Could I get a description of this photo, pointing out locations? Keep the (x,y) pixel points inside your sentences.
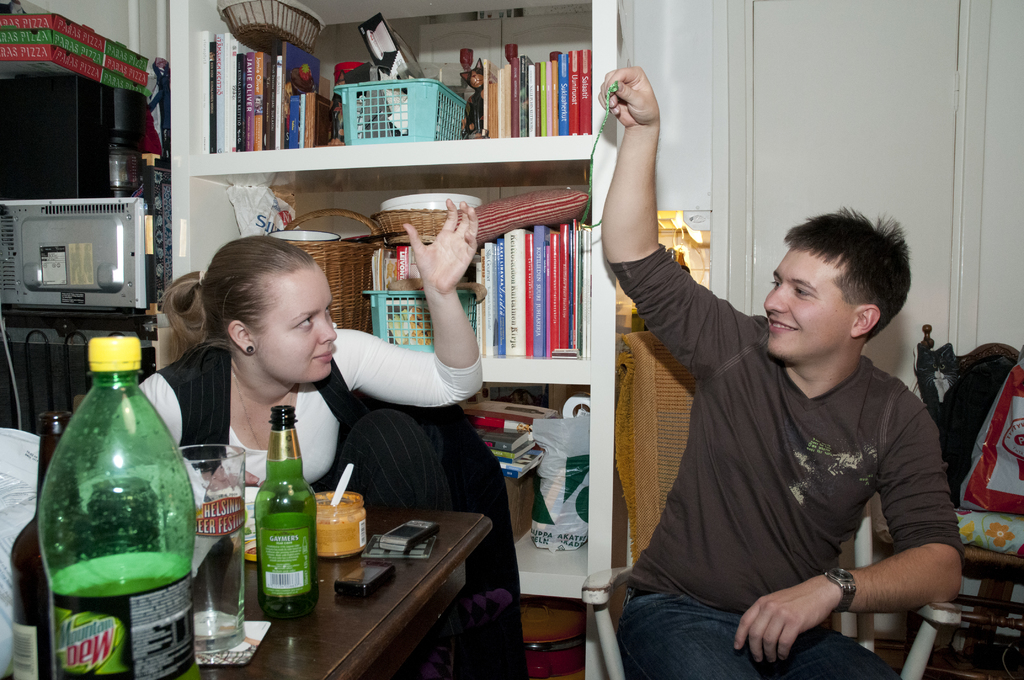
In this picture we can see two people (399,383), they are seated on the chair (630,563), in front of them we can find glasses (199,567), bottles (125,527), mobiles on the table (323,608), in the background (545,250) we can see some baskets (350,244) and books (545,304) in the rack (427,156).
